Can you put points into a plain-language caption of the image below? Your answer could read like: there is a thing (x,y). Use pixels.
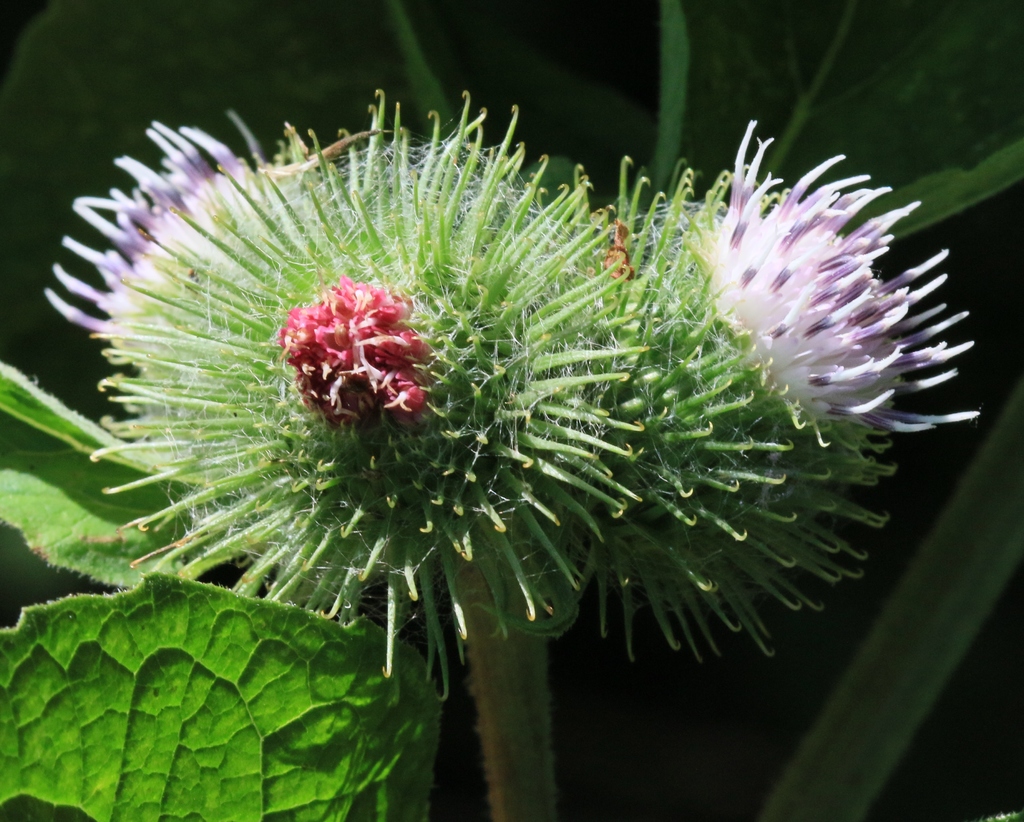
In this picture I can see a plant (405,344) with flowers (397,286), and there is blur background (943,740).
